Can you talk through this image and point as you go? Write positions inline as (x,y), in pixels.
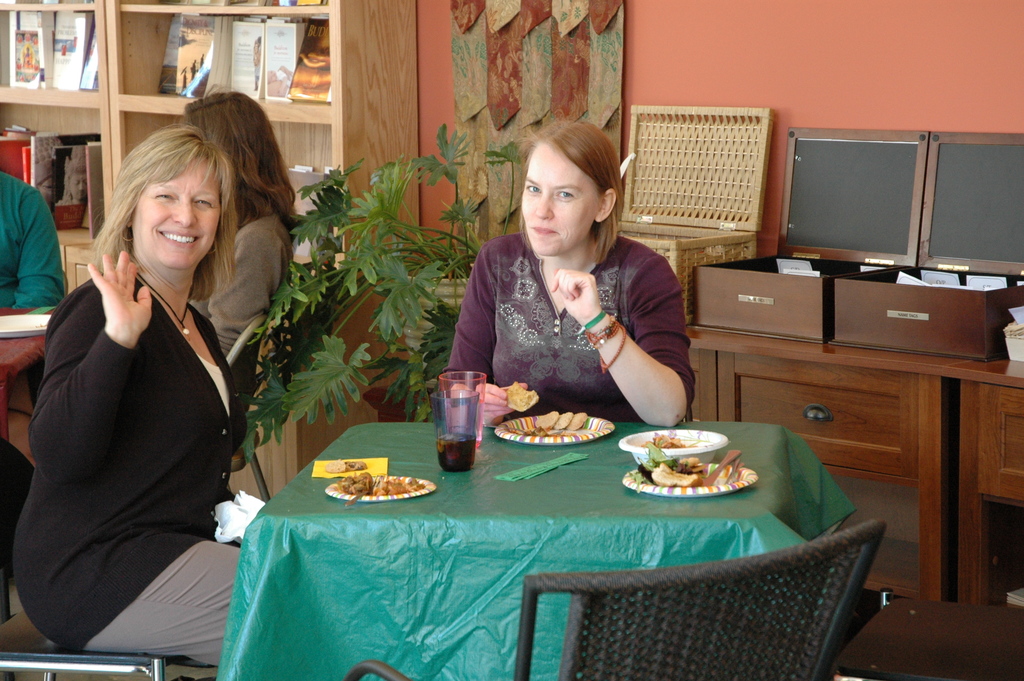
In this picture we can see four persons (532,216) were in front (173,296) two women (481,269) are smiling and in front of them there is a table (591,522) and on table (479,466) we can see glasses (481,403), plate (546,444), bowl (716,433), paper (324,462) and some food (575,425) in the plate (534,440) and in the background (64,144) we can see two persons (230,117), racks (142,62) with books (319,57), wall (738,52), boxes (850,288), chairs (783,569).
